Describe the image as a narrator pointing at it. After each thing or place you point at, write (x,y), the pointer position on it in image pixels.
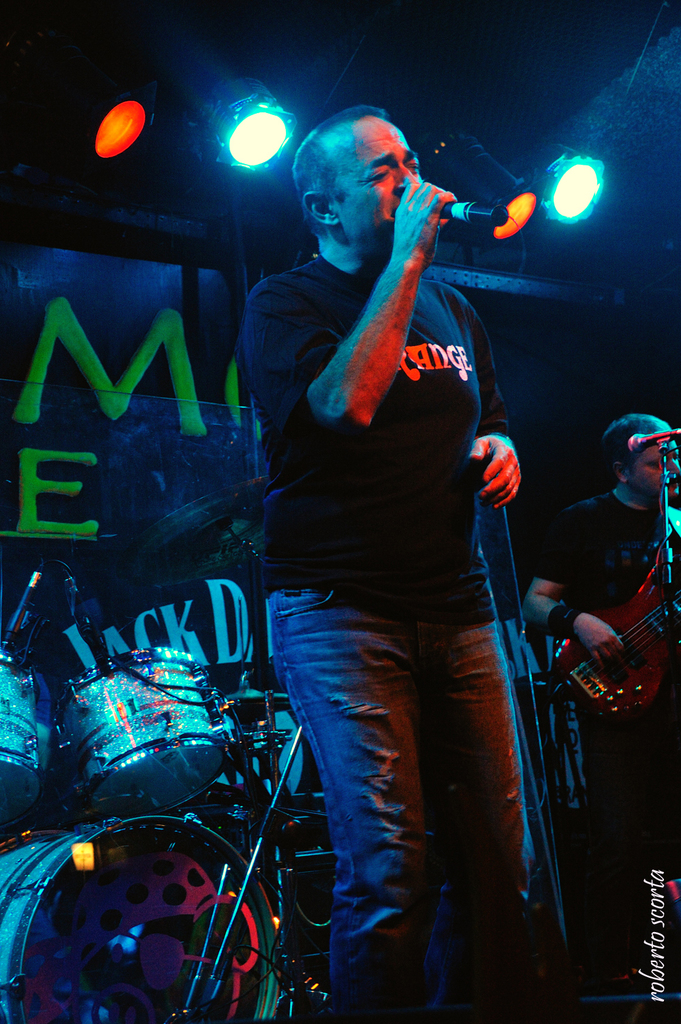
A person (394,468) is holding a mic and singing. In the background (186,760) there is a drums (145,785), banner (177,428), lights (573,178) also a person (634,478) is playing a guitar (615,656).
